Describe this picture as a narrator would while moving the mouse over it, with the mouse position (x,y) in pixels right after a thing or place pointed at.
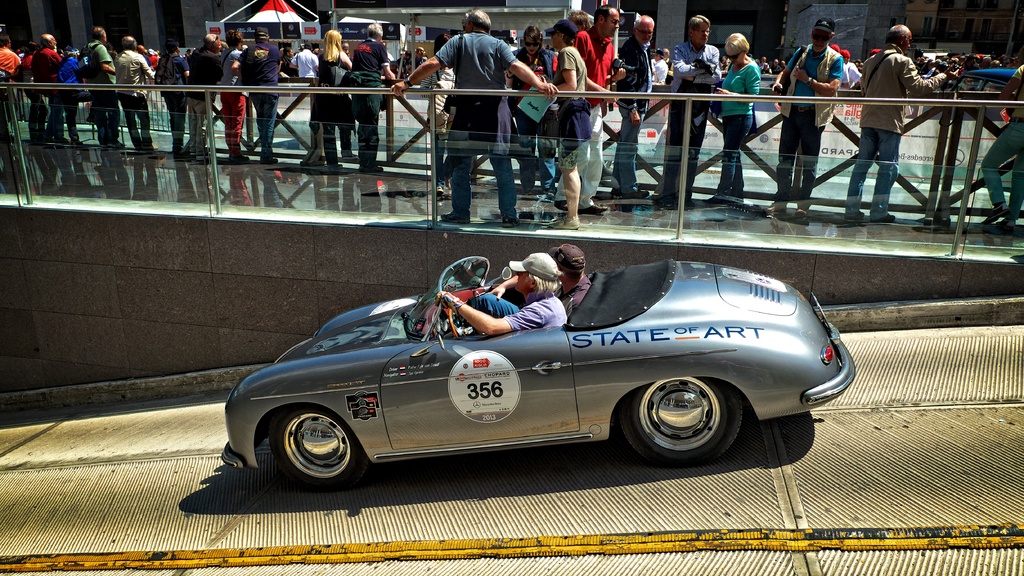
In this picture we can see two men (556,289) sitting inside a car (530,335) and riding. We can see all the persons (103,44) standing busy with their own works on the bridge (145,174).
